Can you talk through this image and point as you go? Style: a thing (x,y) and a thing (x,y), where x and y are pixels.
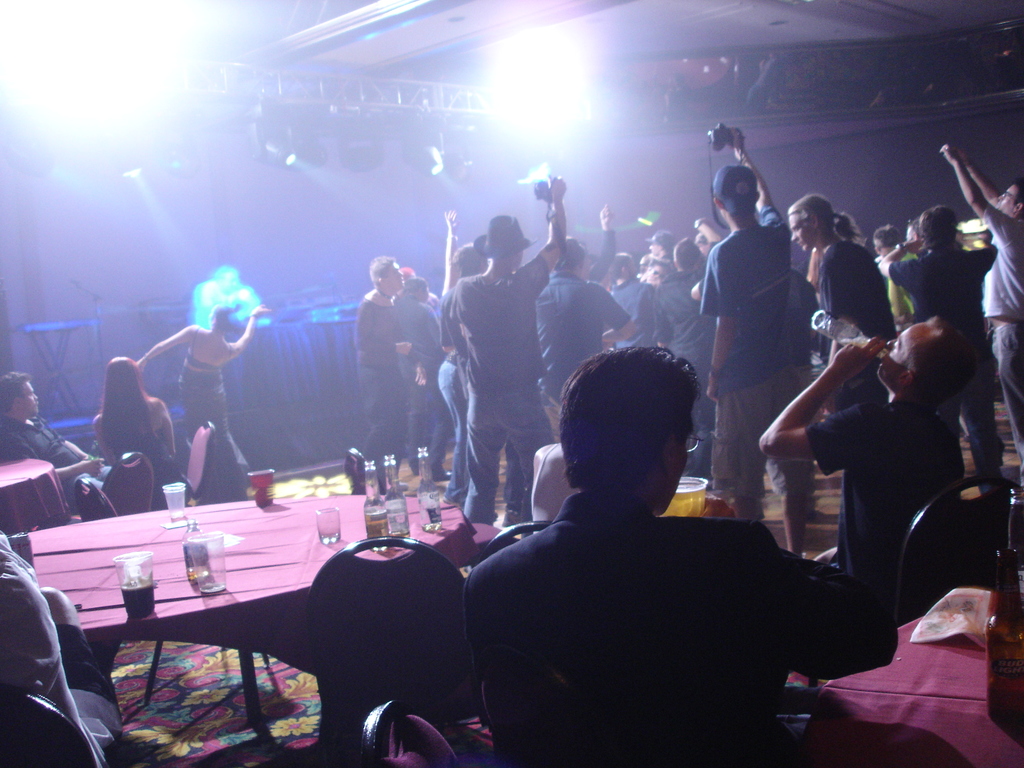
In this image in the front (575,508) there is a person (675,634) sitting on the chair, there is a table (936,736) and on the table (957,717) there are bottles (993,662) and there is an object (968,622) which is white in colour. In the background (617,308) there are persons (441,297) standing and sitting, there are empty chairs (411,544), there are tables (278,554), on the table (153,522) there are glasses (223,533), bottles (388,504). At the top (170,60) there are lights (128,65) and there are stands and in the center (504,288) there are persons (523,288) standing and holding cameras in their hand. In the background (609,284) there are persons (682,283) dancing and there are objects (49,328) which are black in colour and there is a curtain (304,361) which is visible.
